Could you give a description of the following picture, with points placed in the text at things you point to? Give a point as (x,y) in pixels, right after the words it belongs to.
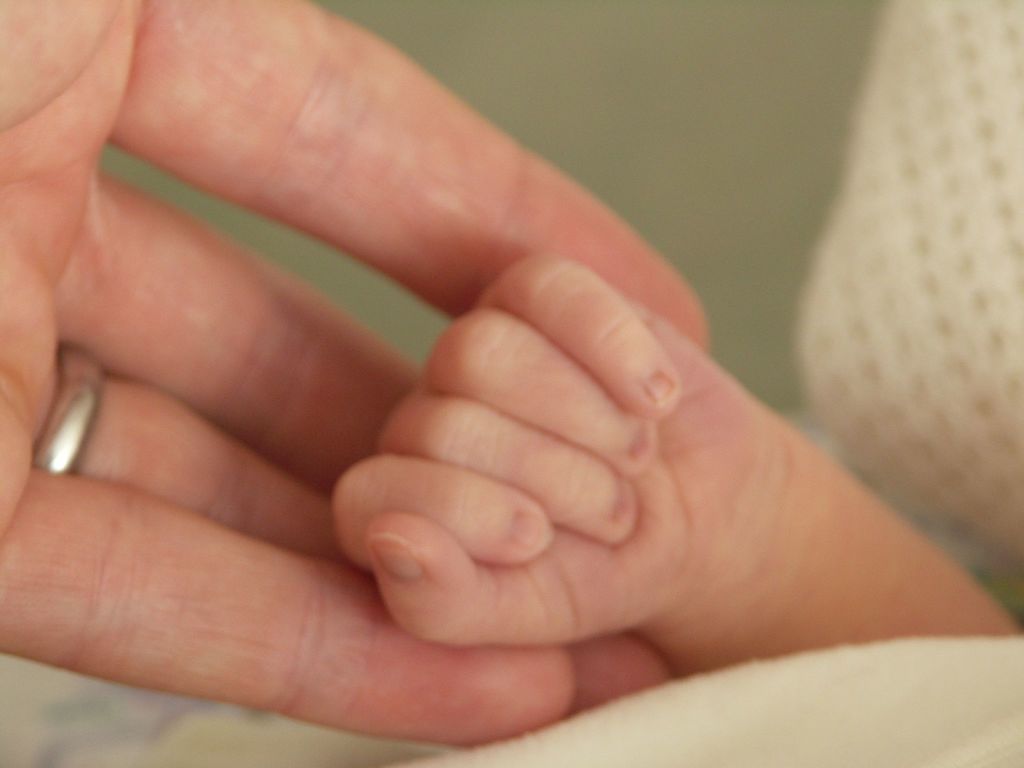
In this picture we can see two hands (233,118) and on right side (739,540) we can see a hand (697,397) of a baby (771,621) and on left side (268,100) we can see a hand (71,76) of a person (123,542) where trying to hold baby's hand (506,570) and we can see a ring (63,450) to the persons hand (87,385).
